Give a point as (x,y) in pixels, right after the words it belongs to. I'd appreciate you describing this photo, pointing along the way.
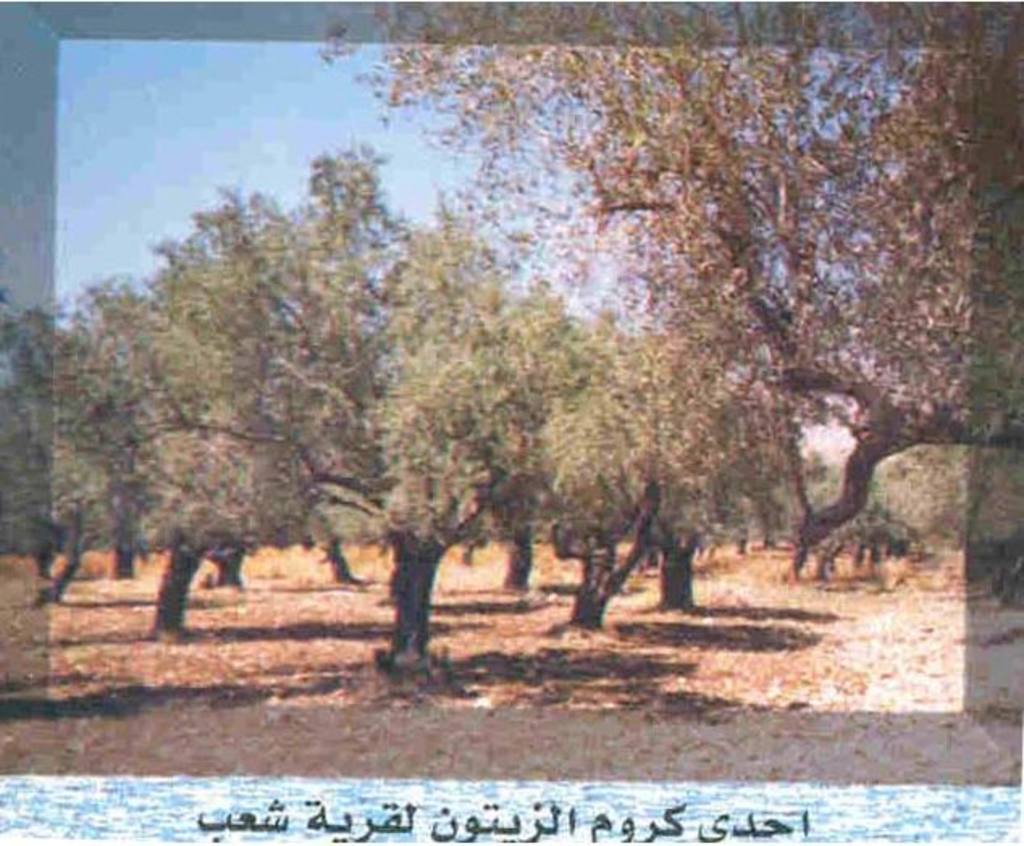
In this image, we can see some trees (803,389). There is a sky (121,201) in the top left of the image (169,116). There is a text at the bottom of the image (293,813).
